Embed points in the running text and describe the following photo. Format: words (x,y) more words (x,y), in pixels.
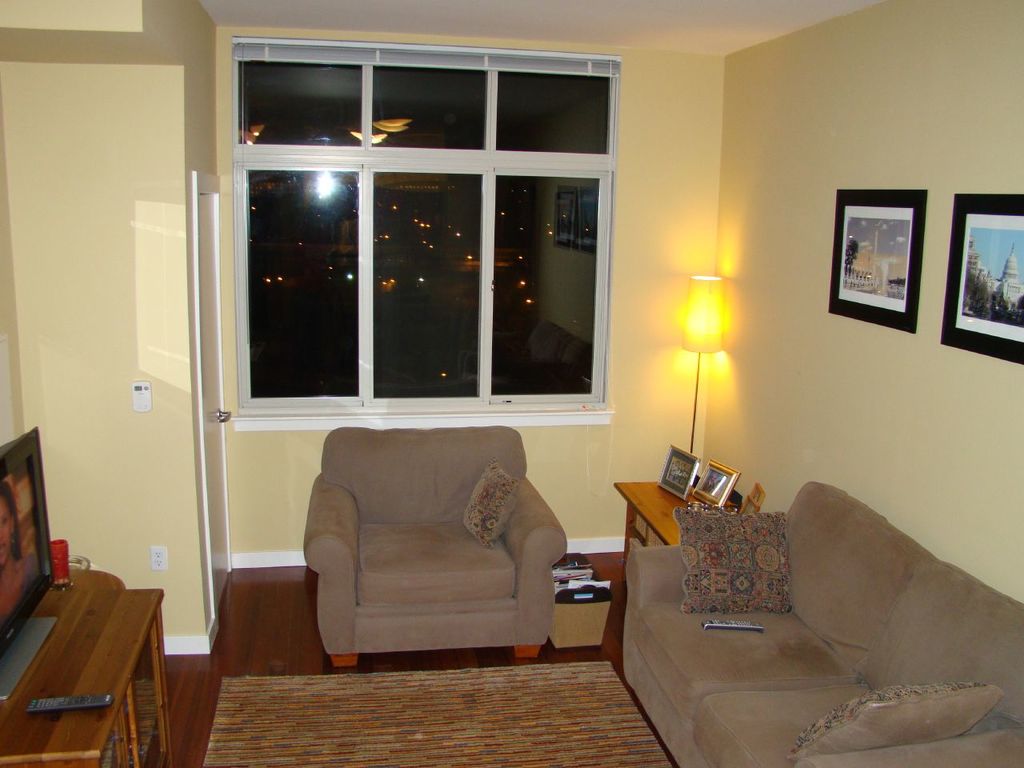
In this image on the right side (745,666) there is one couch (779,630) and on the left side (17,531) there is one television (41,551). And table (88,678) and on the top of the image (394,231) there is one window (459,219) and on the right side of the top corner there are two photo frames (952,264), and beside couch (651,579) there is one table (652,529) and on the table (659,516) there are two photo frames (691,466). And one lamp (695,326) on the left side (209,266) there is one door (208,423) and on the floor (177,702) there is one carpet (416,714) and on the couch (789,653) there are two pillows (768,588) and one remote (732,622).
